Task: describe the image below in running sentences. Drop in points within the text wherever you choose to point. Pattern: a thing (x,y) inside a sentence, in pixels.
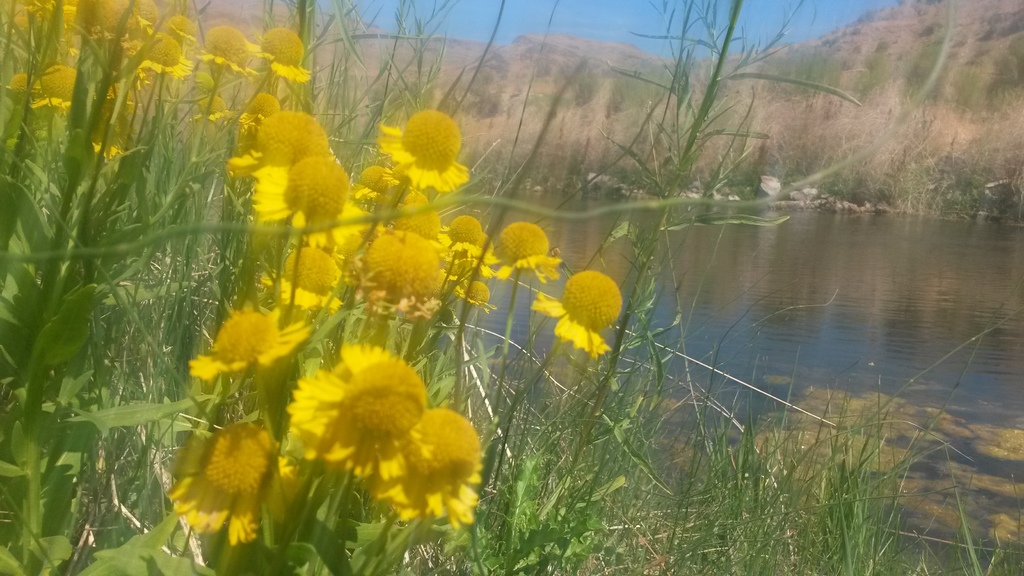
In the image we can see there are yellow colour flowers (419,305) on the plants (241,261) and there is a river (702,268). Behind there are dry plants (740,105) on the ground (780,105).
